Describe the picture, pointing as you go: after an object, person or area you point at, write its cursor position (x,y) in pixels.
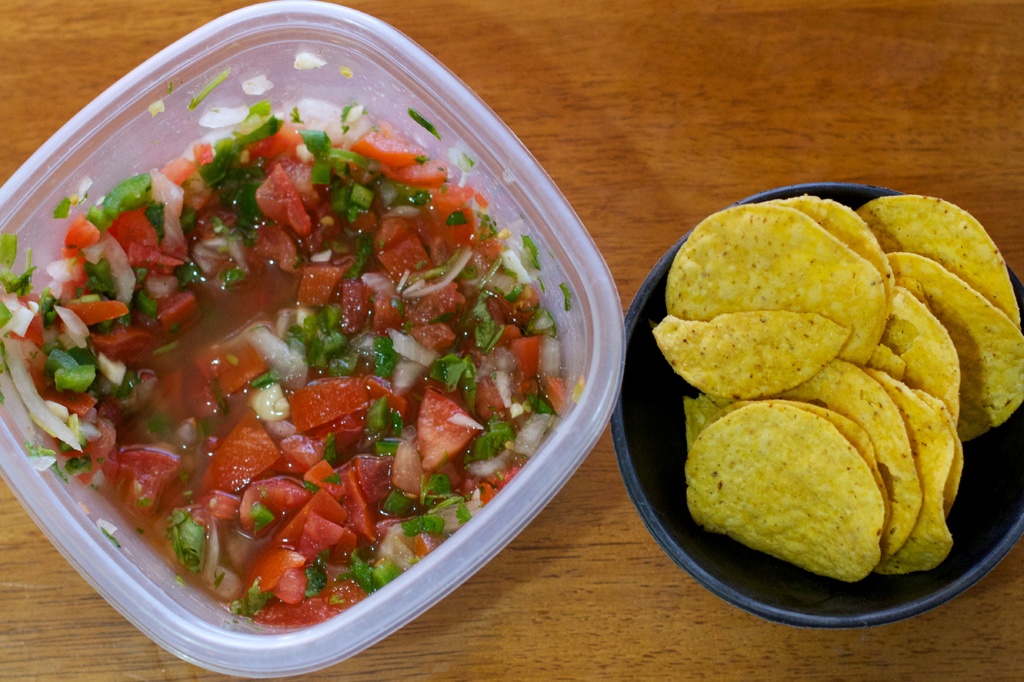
In the center of the image (586,437) there are two bowls (586,412) with food items (739,216) in it on the table (654,247).
